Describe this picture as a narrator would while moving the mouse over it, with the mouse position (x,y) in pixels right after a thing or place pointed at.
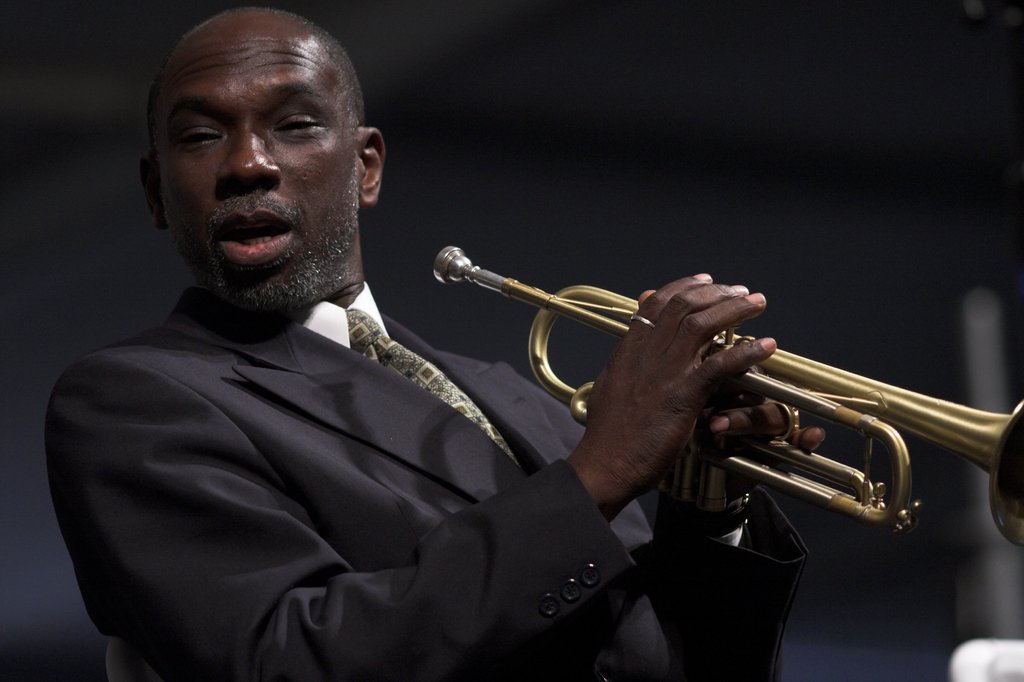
In the picture I can see person (282,379) holding trumpet (1019,485).
